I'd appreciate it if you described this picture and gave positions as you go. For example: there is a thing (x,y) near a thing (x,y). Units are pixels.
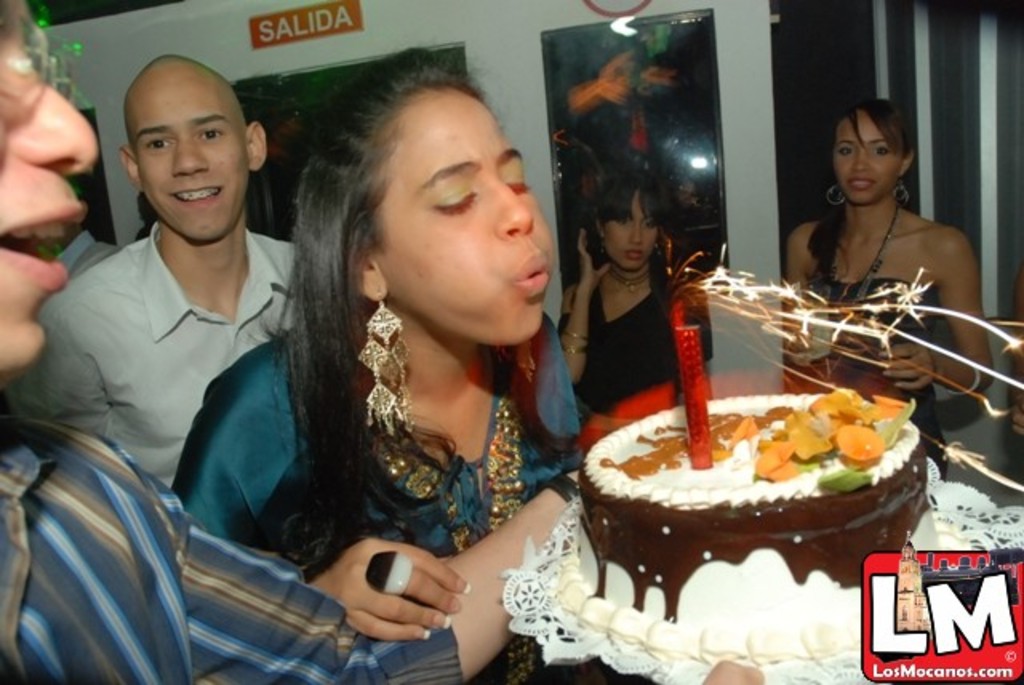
In the foreground of this image (114,525), there is a man (221,579) holding a cake (697,616) and a woman (403,394) blowing the sparks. In the background (216,266), there are people (127,278) standing, a wall (886,71) and it seems like mirror (600,121) to the white wall (490,30) and some text (347,10) at the top (324,29).
